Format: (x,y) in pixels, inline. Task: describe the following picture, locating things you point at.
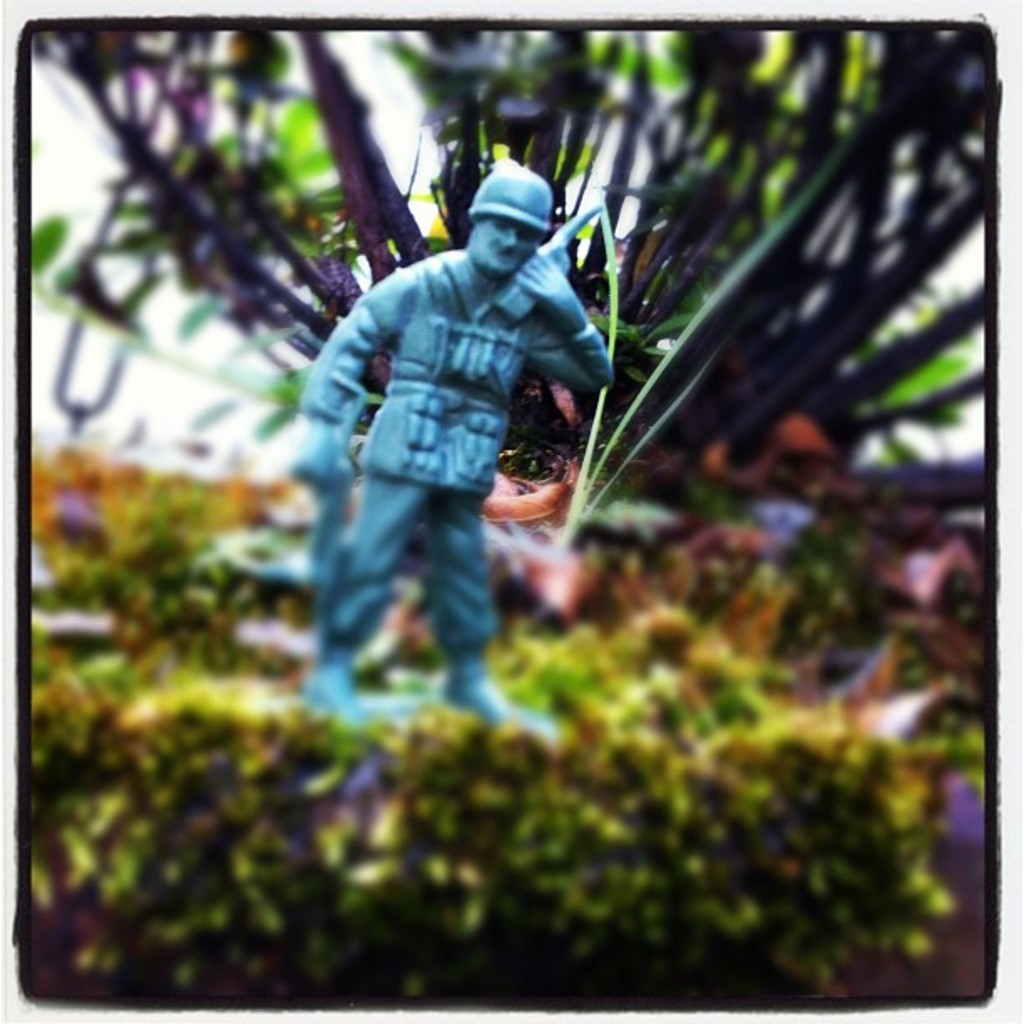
In this image I can see a blue color statue (456,526). Back I can see few trees (724,207) and blurred background.
